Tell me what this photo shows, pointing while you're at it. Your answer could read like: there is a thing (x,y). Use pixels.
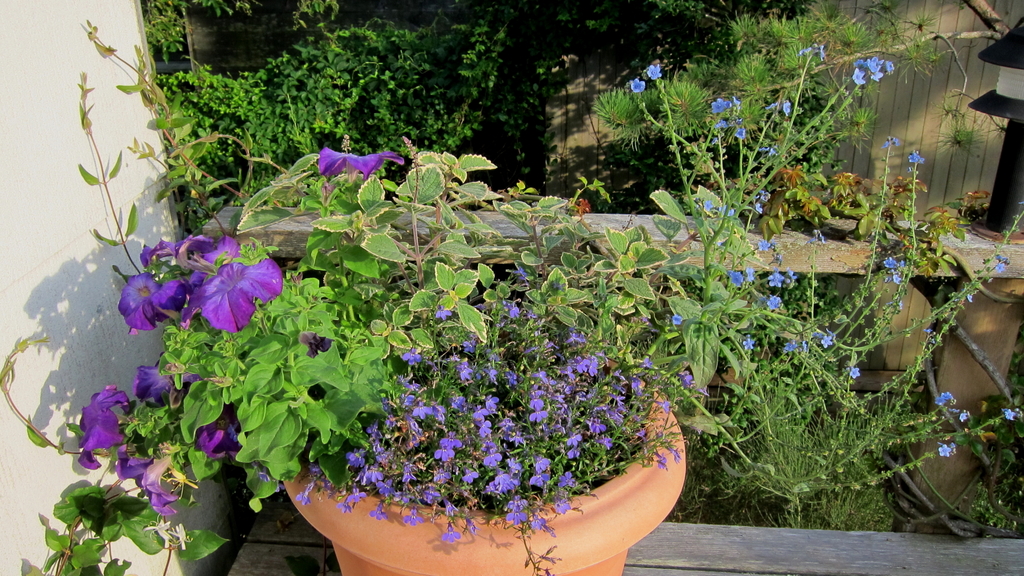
In this image we can see a flower pot (382,540) placed on the bench (780,540) and there are flowers (156,294). In the background (457,78) there are bushes (510,18), fence (919,103) and a wall (50,214).
